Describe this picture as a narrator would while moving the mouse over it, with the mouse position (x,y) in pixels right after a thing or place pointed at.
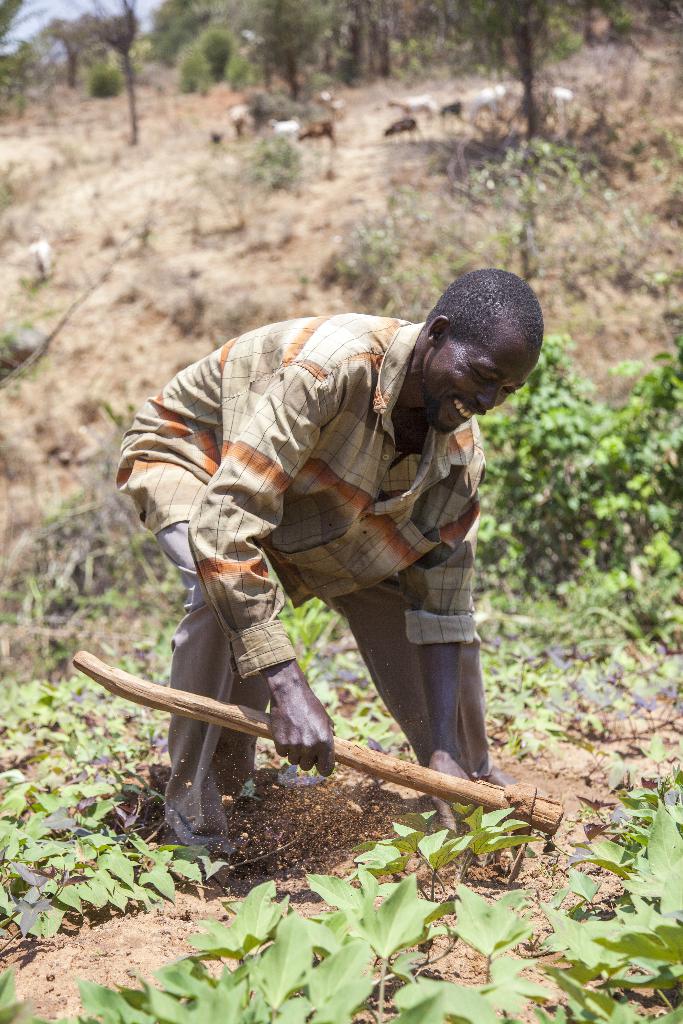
In this picture, we see a man (409,586) is holding a wooden stick (365,760) or an object (386,761) which looks like an axe (404,784). It might be an agricultural instrument (340,740). At the bottom (153,931), we see the soil (117,950) and the plants (366,944). In the background (409,125), we see the trees (415,56) and goats (308,128).
